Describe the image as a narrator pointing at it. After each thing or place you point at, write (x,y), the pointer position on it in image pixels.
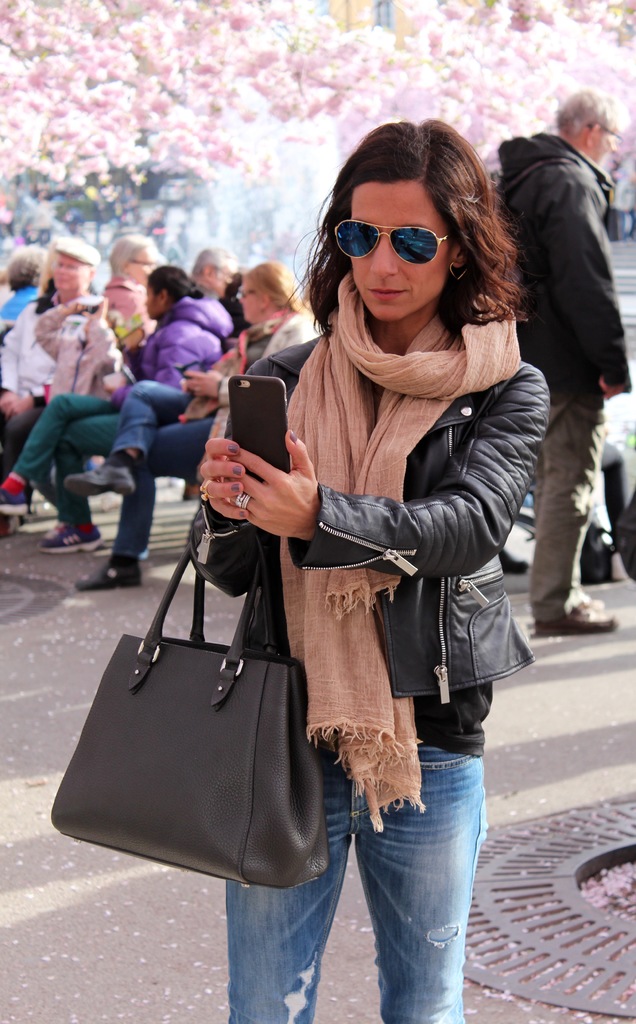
This image consists of a person (301,485) wearing black jacket (298,560) and holding a mobile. In the background (45,331), there are many persons (274,327) sitting. At the bottom (72,893), there is a pavement (87,916). And we can see pink flowers (231,97) in the background (629,93).
